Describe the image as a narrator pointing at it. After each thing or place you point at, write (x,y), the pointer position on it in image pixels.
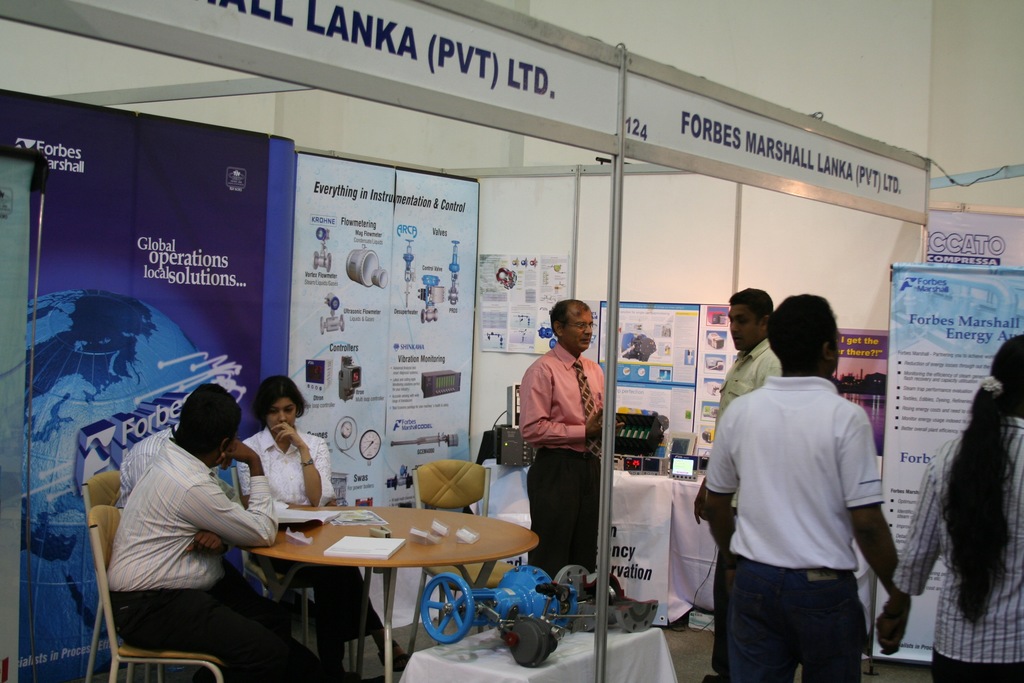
In this picture we can see banners (413,303), tables (431,517), people (267,544), machinery (584,569), electronic gadgets (624,442), posters (638,403), books (368,546), chairs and various objects (467,541). At the top (642,91) we can see boards (438,85). In the background (868,41) there is a wall (708,42).
